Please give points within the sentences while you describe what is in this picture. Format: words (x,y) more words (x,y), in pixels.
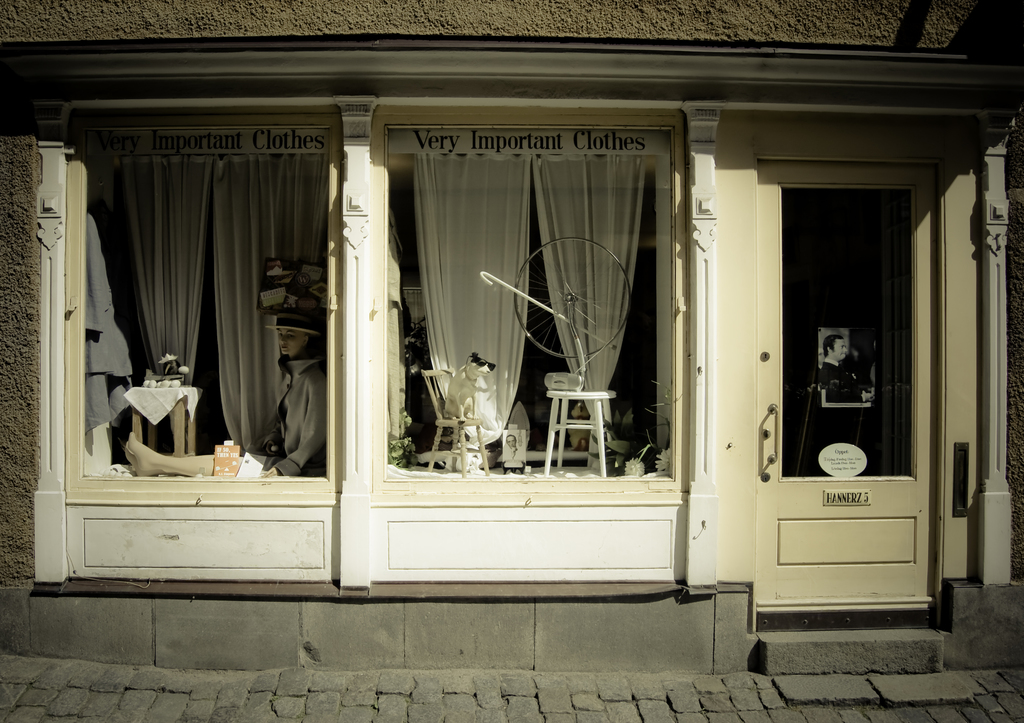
In this image there is a building (850,508) having a door (857,501) at the right side of the image (794,426). On the door (780,370) there is a poster (847,382) attached to it. Beside there are two windows (573,456). Behind the window (631,421) there is a table (602,426) having a metal object (566,320) on it. Beside there is a chair (450,427) having an animal (464,392) standing on it. On the other window (226,460) there is a person (299,399) sitting on the floor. Beside him there is a table (158,418) having few objects (172,376) on it. Beside him there is a curtain (165,288). Bottom of image (562,680) there is cobblestone path (480,703).
